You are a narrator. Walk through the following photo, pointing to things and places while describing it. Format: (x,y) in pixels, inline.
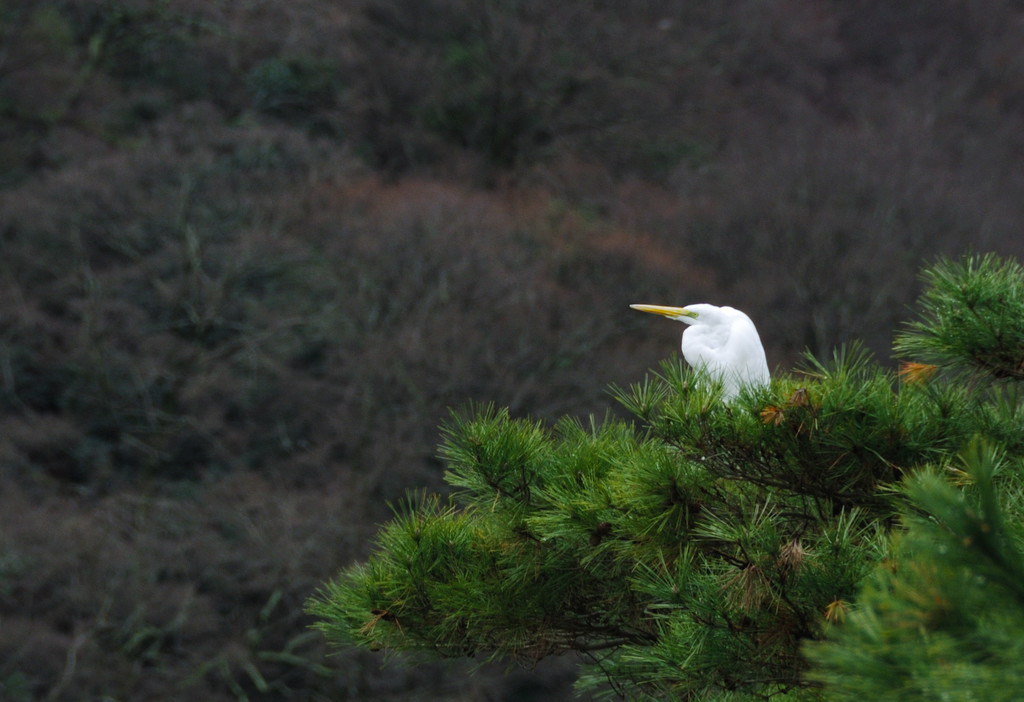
In this image we can see a bird (747,387) on the tree (738,481). In the background (473,399), we can see the trees (481,338).
